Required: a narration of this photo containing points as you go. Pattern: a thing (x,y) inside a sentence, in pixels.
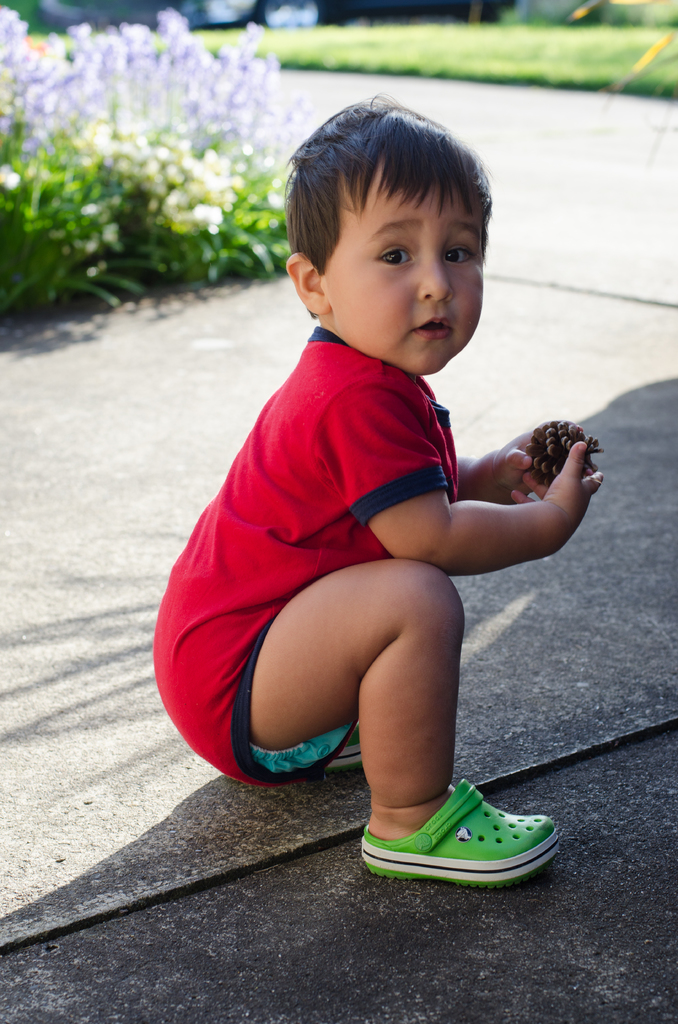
In the center of the image (279,629) we can see a boy (388,263) in red t shirt (340,406) on the road (165,927) and he is holding an object (536,473). In the background (149,156) we can see flower plants (140,52). Grass (557,48) is also visible.
